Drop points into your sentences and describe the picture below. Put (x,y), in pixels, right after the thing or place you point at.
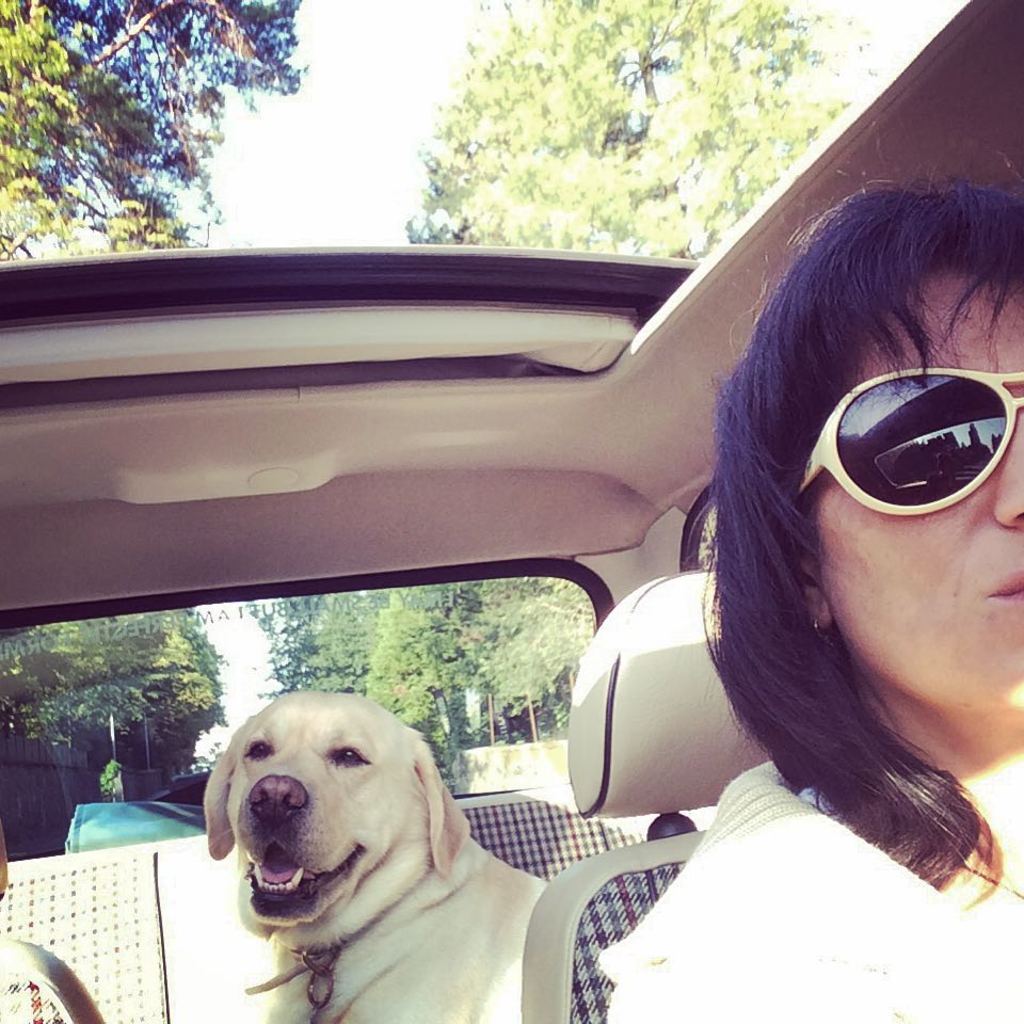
This woman (641,941) and this dog (360,865) are sitting inside a vehicle (120,840). This woman (920,746) wore goggles (964,471). There are number of trees (54,123).
